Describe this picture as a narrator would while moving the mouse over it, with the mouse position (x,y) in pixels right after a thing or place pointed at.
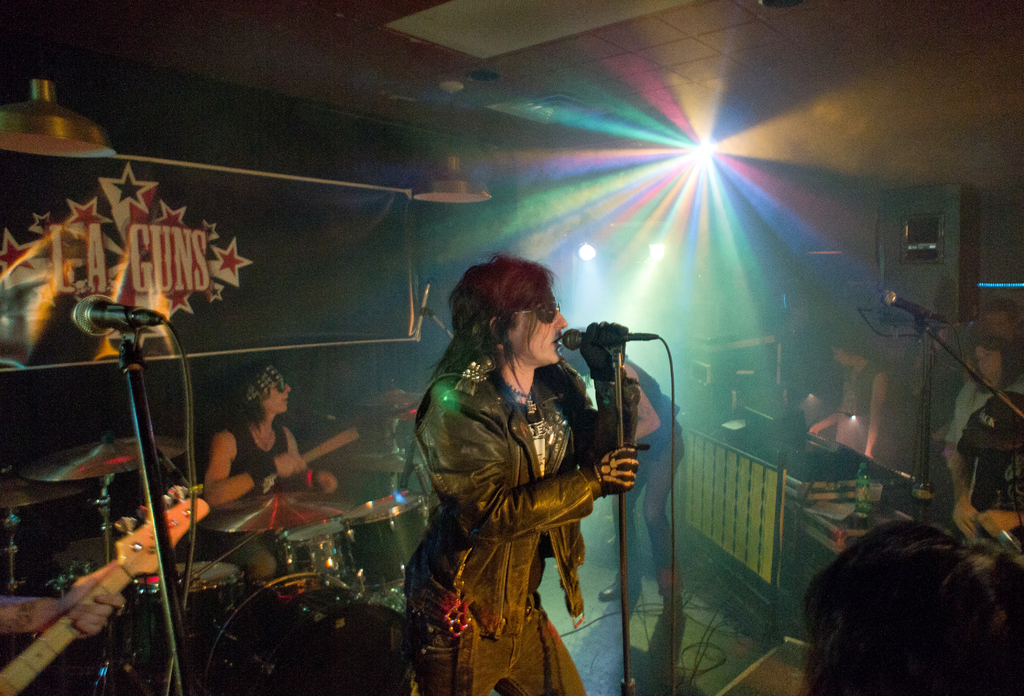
In this picture we can see live musical performance of the group (564,579) on the stage (703,554), In front (494,611) a woman (482,490) wearing black jacket (523,437) standing and singing in the microphone (579,337). Behind a man (242,486) wearing black strap (274,375) on the head (276,389) and sunglasses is sitting and playing the drums (317,539). Behind we can see the poster (22,226) on which la guns are written and on the top (678,152) disco lights (680,146) and hanging lights (96,138) are seen.
